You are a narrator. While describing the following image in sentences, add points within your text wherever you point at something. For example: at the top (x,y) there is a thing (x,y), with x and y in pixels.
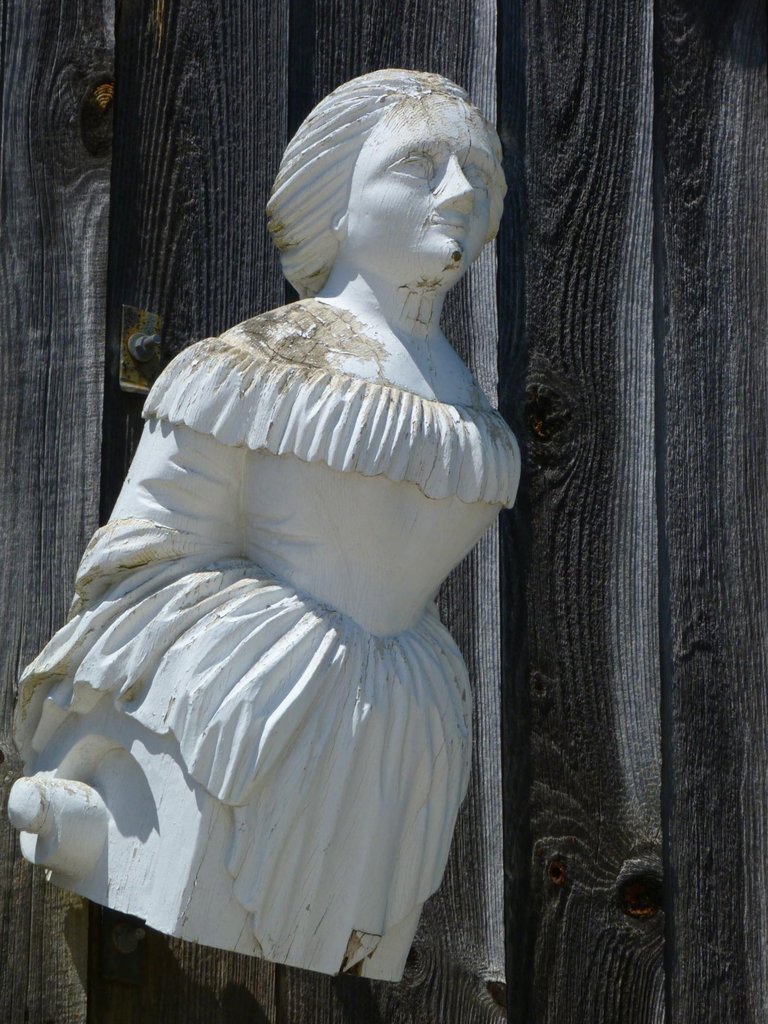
In this image I can see the statue (213,549) which is in white color. It is attached to the wooden wall (190,128).
